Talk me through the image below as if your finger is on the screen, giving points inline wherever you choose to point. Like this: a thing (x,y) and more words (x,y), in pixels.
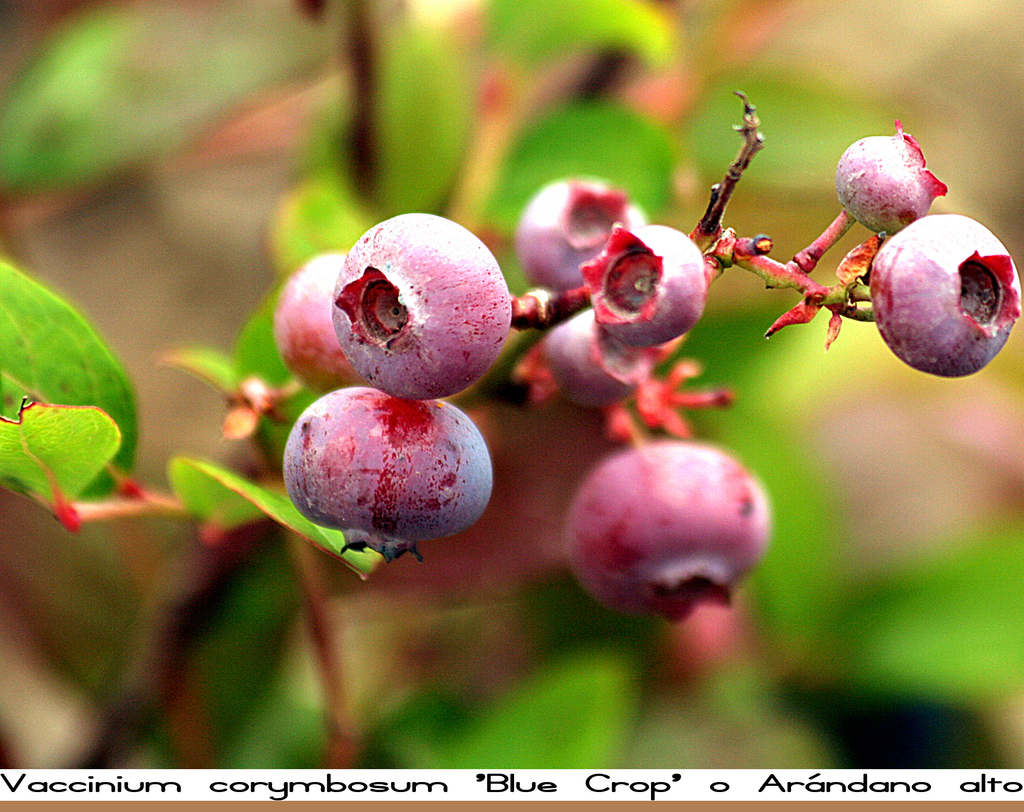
As we can see in the image there are plants (11,371) and fruits (581,333). The background (933,44) is little blurred.
